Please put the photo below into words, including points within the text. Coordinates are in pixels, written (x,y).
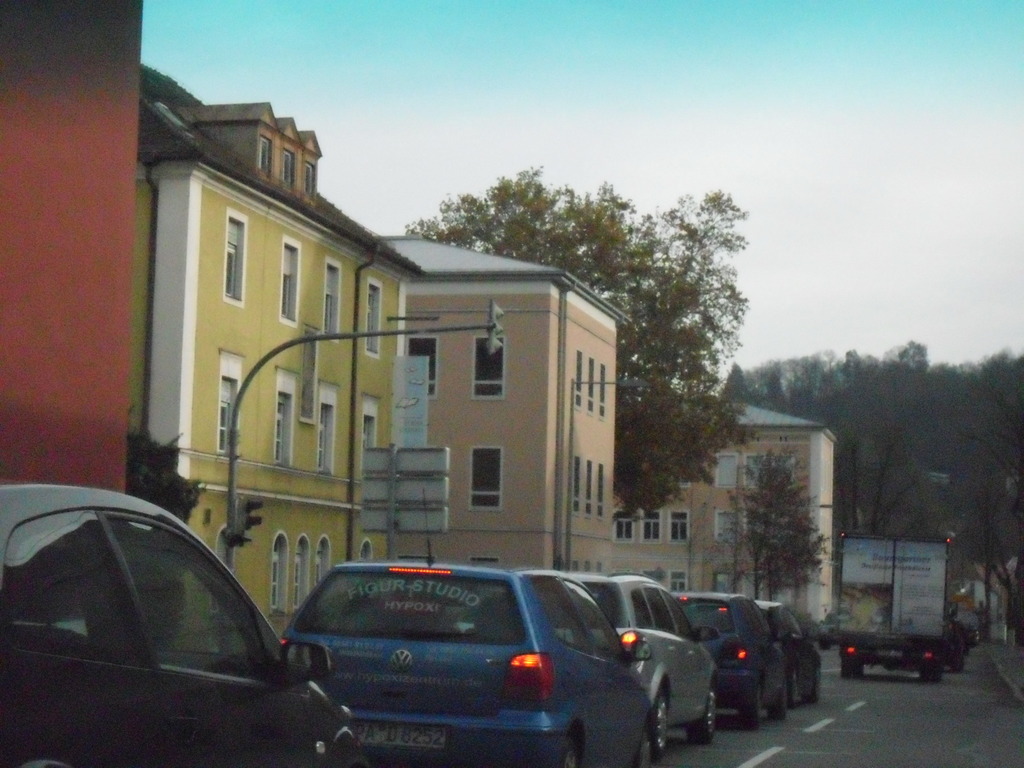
In this picture we can see vehicles (815,698) on the road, beside this road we can see buildings (457,358), trees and we can see sky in the background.
